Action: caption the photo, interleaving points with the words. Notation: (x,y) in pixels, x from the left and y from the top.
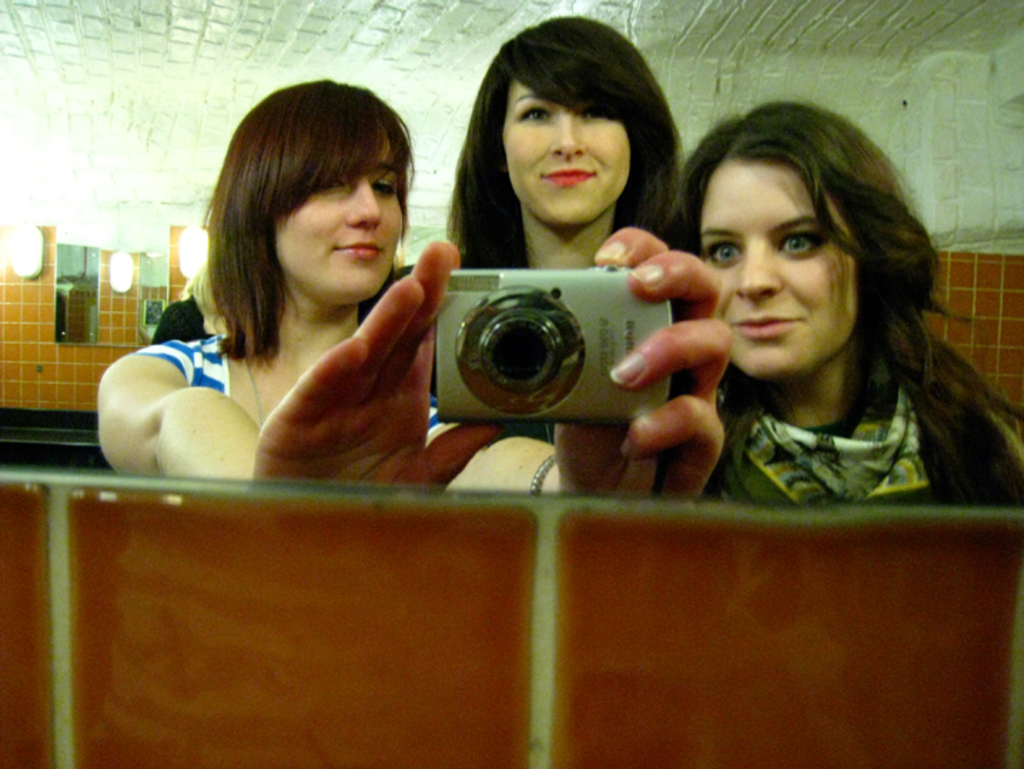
In this picture we can see three woman (364,255) where one is holding camera (482,352) in her hand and they are smiling and in background (150,226) we can see wall (110,241), lights (112,263).
